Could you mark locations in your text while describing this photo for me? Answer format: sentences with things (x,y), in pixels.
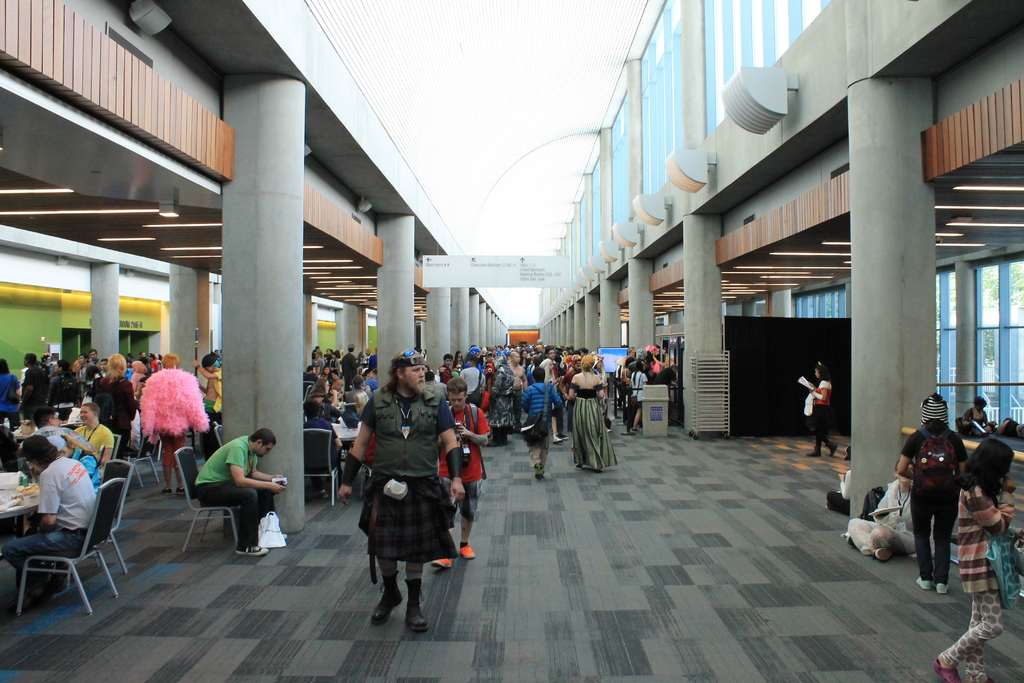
In this image, we can see many people (93,392) and some are wearing costumes (145,398) and some are wearing bags (475,395) and are holding objects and we can see chairs (143,454) and tables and food items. In the background (277,253), there are pillars (251,262) and we can see a board (535,278) and a stand (727,372) and there are glass doors (948,305) and there is a wall (689,193). At the bottom (460,604), there is a floor (518,602) and at the top (464,53), there is a roof (505,49).
